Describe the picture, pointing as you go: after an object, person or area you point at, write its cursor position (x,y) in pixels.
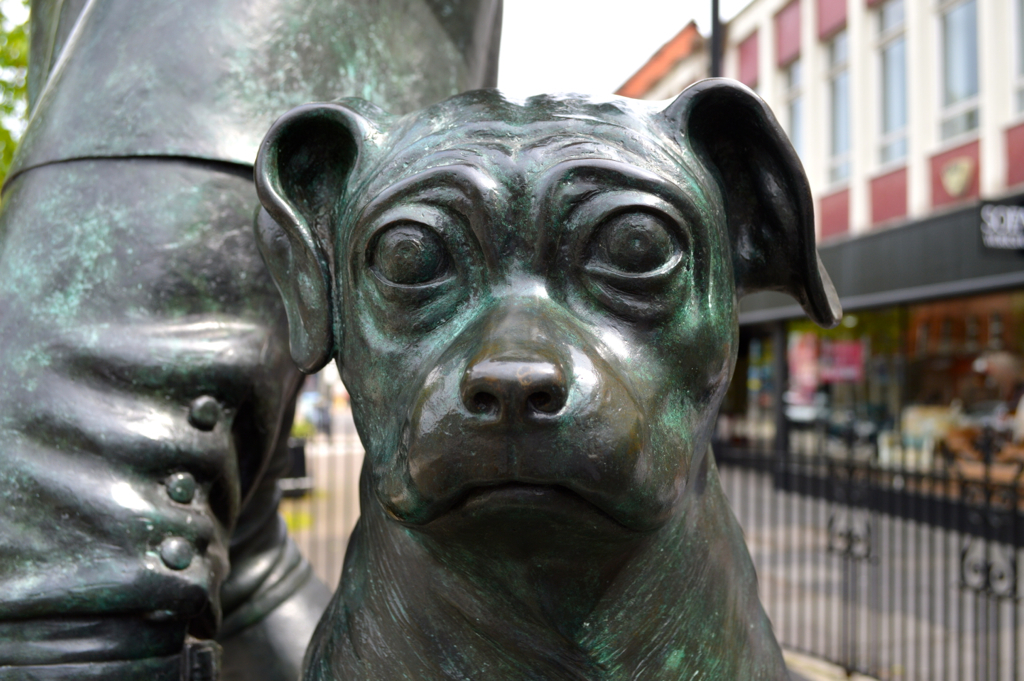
This image consists of a statue (448,555) of a dog (500,519). On the right (871,320), we can see the buildings (845,425) and a fencing (754,538). At the bottom (834,599), there is a road (932,654). On the left (11,95), it looks like a tree (24,99).
